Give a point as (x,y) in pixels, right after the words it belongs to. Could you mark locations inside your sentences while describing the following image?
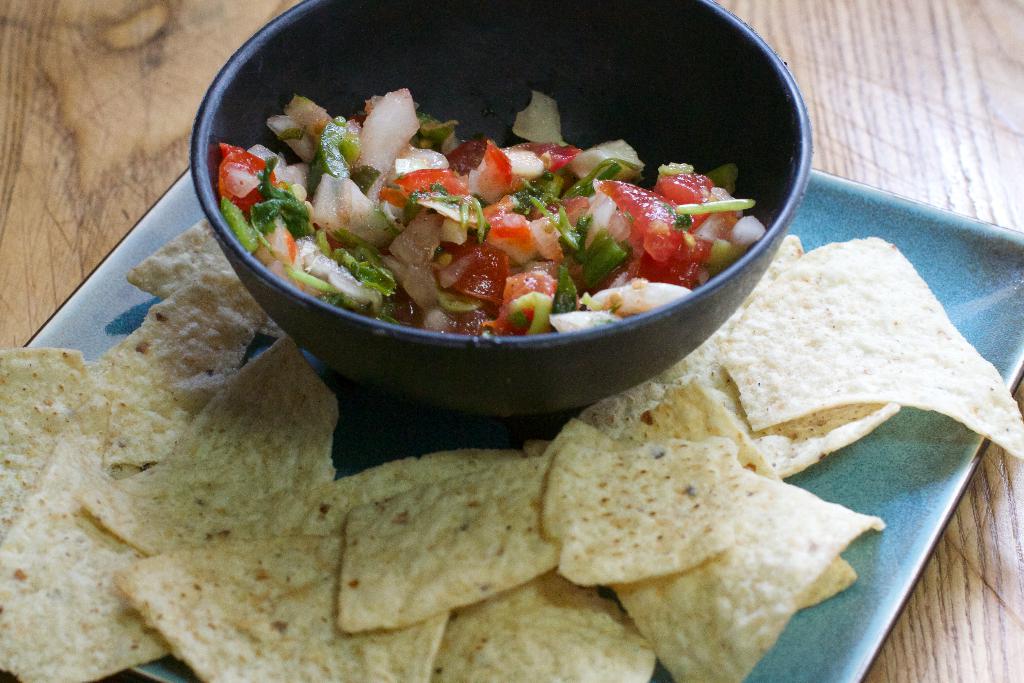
In this picture I can see food items (359,556) in a bowl (486,102) and on the plate (1007,247), on the wooden object (32,64).
